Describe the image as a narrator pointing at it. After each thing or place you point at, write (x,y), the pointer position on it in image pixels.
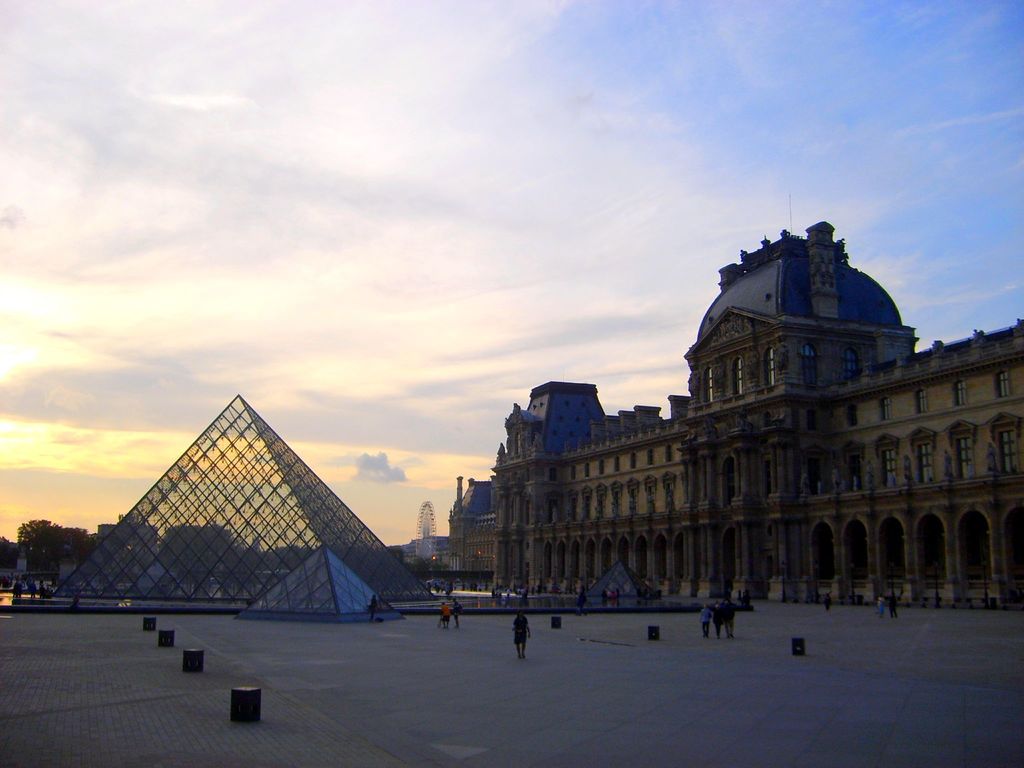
On the right side of the image (751,505) we can see giant wheel (427,528) and buildings (673,514). On the left side of the image (228,538) we can see glass buildings (246,553). At the bottom (810,633) there are persons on the road (522,706). In the background (561,539) we can see trees (72,529), buildings (134,534), sky (519,137) and clouds (259,195).
